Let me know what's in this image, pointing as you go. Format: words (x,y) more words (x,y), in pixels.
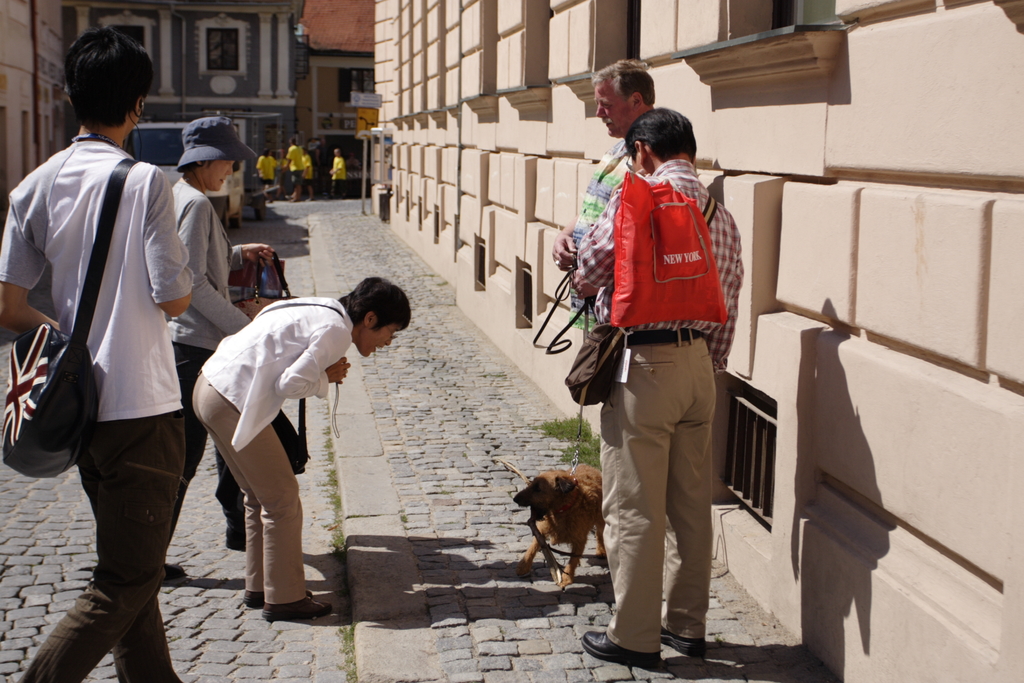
In this picture there are people (185,460) on the road (425,481) where at the right corner (685,136) two people (612,493) are standing on the footpath (612,598) and in front of them there is a dog (569,533) and left corner (281,465) there are three people (267,466) standing where one person (102,399) is wearing a bag (74,403) and another person (289,395) is bending in front of the dog (575,516) and in the middle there are people (293,142) wearing yellow dresses (270,161) and there are some buildings (450,118) in the picture.
